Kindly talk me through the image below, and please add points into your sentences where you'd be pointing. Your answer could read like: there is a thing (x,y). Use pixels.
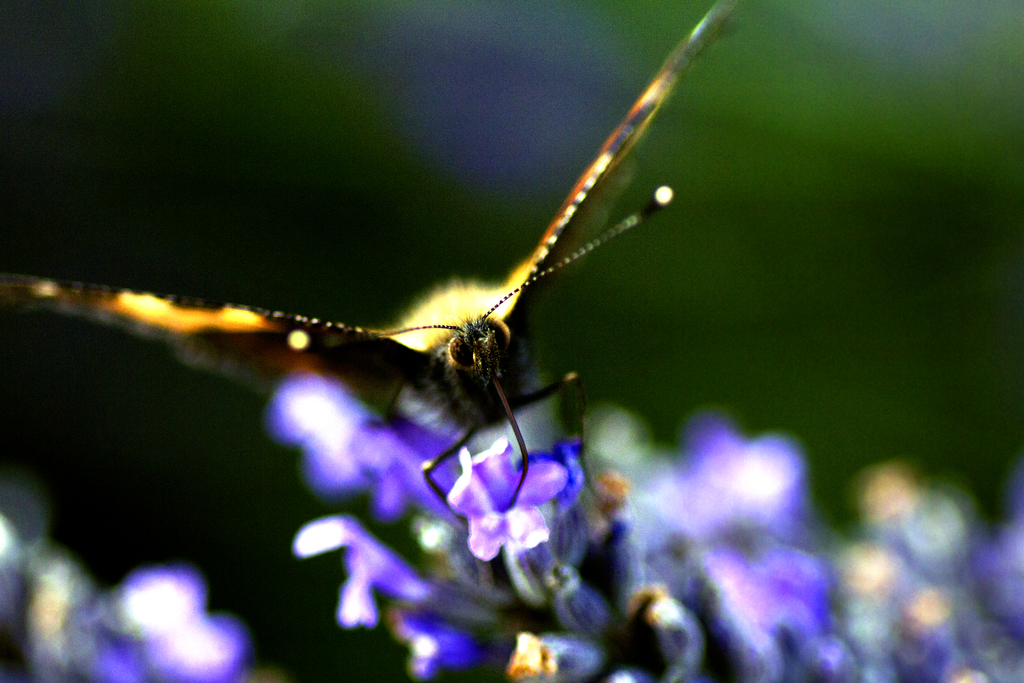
In this image we can see a butterfly (498,353) sitting on group of flowers (382,470).
